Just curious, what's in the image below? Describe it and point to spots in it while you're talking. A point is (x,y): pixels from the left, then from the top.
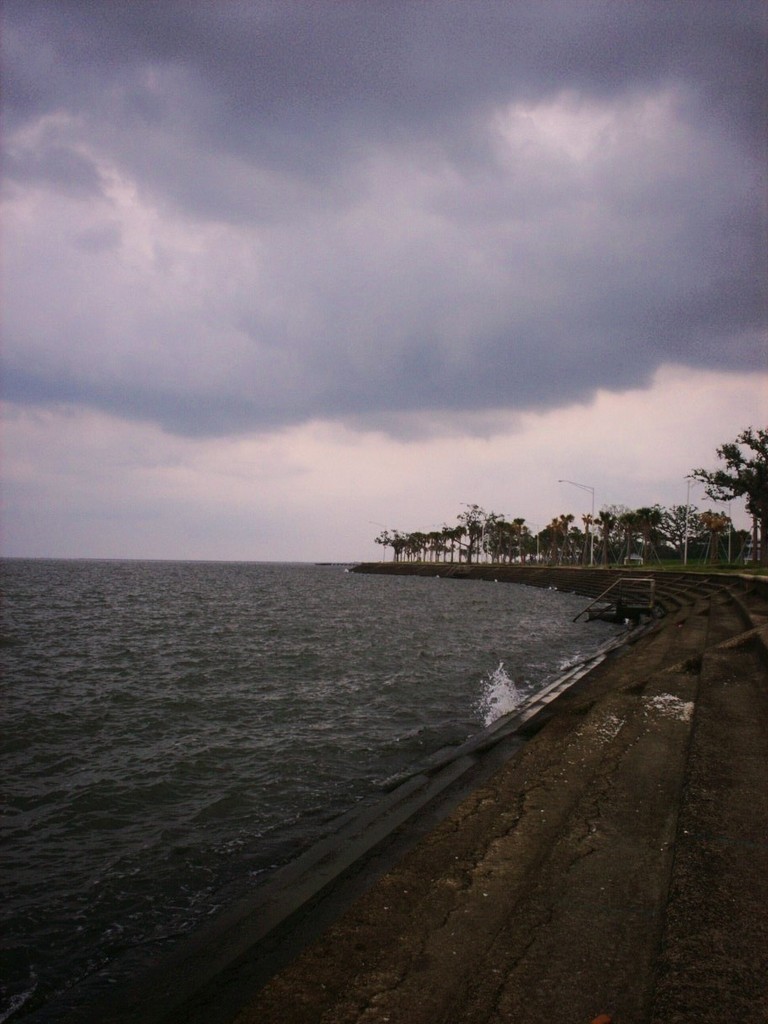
We can see water (498,624). In the background (603,499) we can see trees (766,542), poles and sky (439,313) is cloudy.
